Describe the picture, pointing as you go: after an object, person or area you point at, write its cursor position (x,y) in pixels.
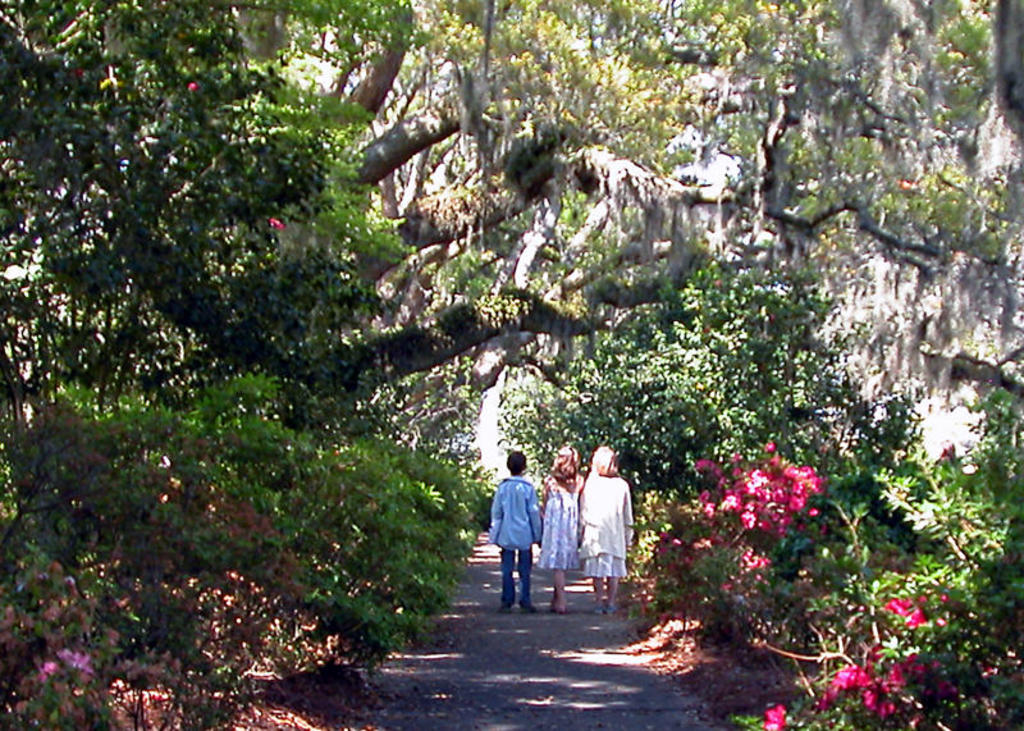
In the middle of the image (509,481) there is a path (537,596) with a boy (539,510) and two girls (544,541) are walking. To the left corner of the image (84,426) there are plants (139,548) with few pink flowers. To the right side of the image (782,567) there are plants (797,546) with pink flowers (801,481). And in the background (439,367) there are trees (592,239) with branches (391,61).
